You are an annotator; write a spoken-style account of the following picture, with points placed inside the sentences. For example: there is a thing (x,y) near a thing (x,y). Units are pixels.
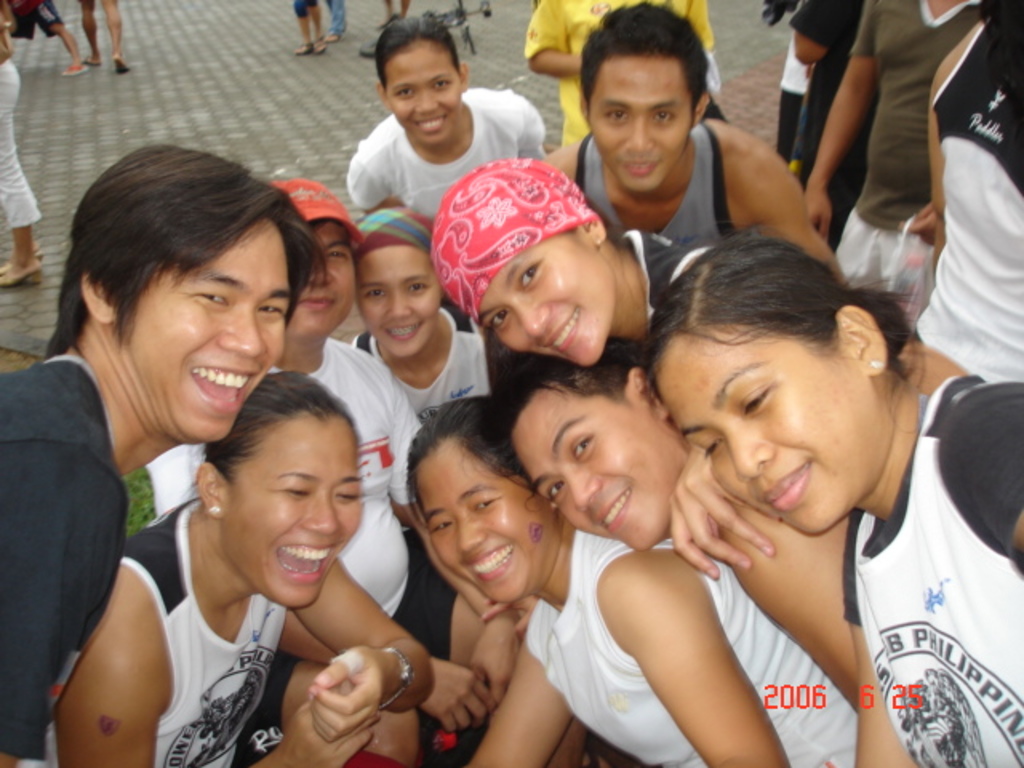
In this image there are few persons (610,326) at the front side of image (313,580) are smiling. Beside them there are few persons (894,113) standing on the floor (146,86). Top of image (957,29) few persons (5,57) are walking and few persons (11,72) are standing on the floor (296,88). There is a bicycle (485,12) on the floor (489,57).
